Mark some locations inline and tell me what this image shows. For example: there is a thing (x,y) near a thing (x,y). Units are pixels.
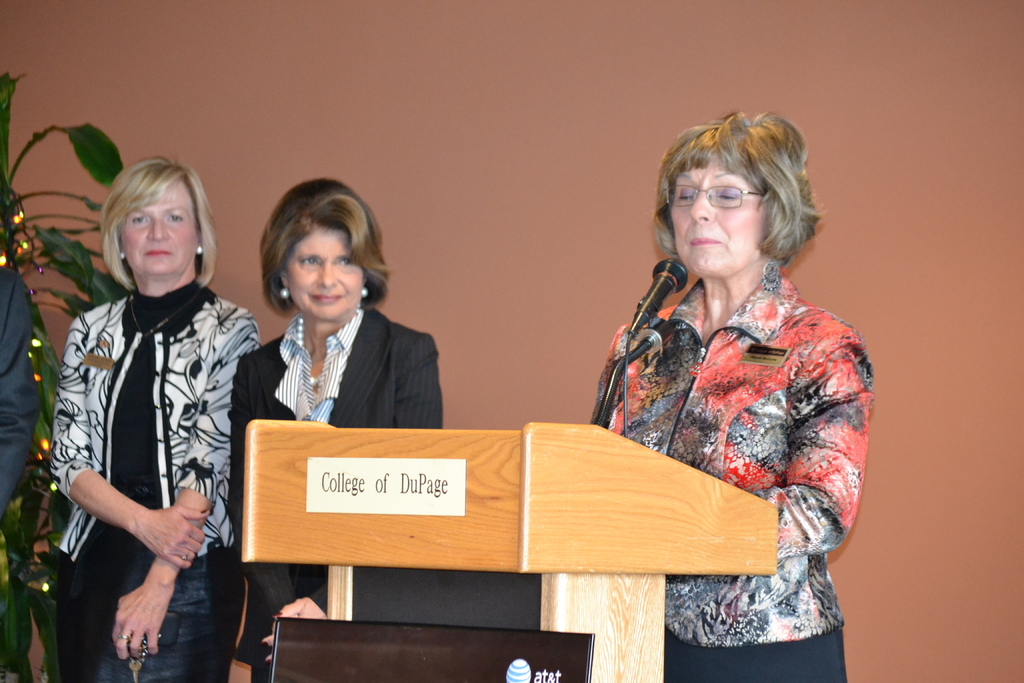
In this image I can see the group of people (147,382) with different color dresses (156,349). I can see one person (664,431) standing in-front of the podium (564,585). On the podium (400,522) I can see the mic (657,303) and something is written on the podium (385,481). In the background (500,137) I can see the plant (48,353) and the brown color wall (513,129).
